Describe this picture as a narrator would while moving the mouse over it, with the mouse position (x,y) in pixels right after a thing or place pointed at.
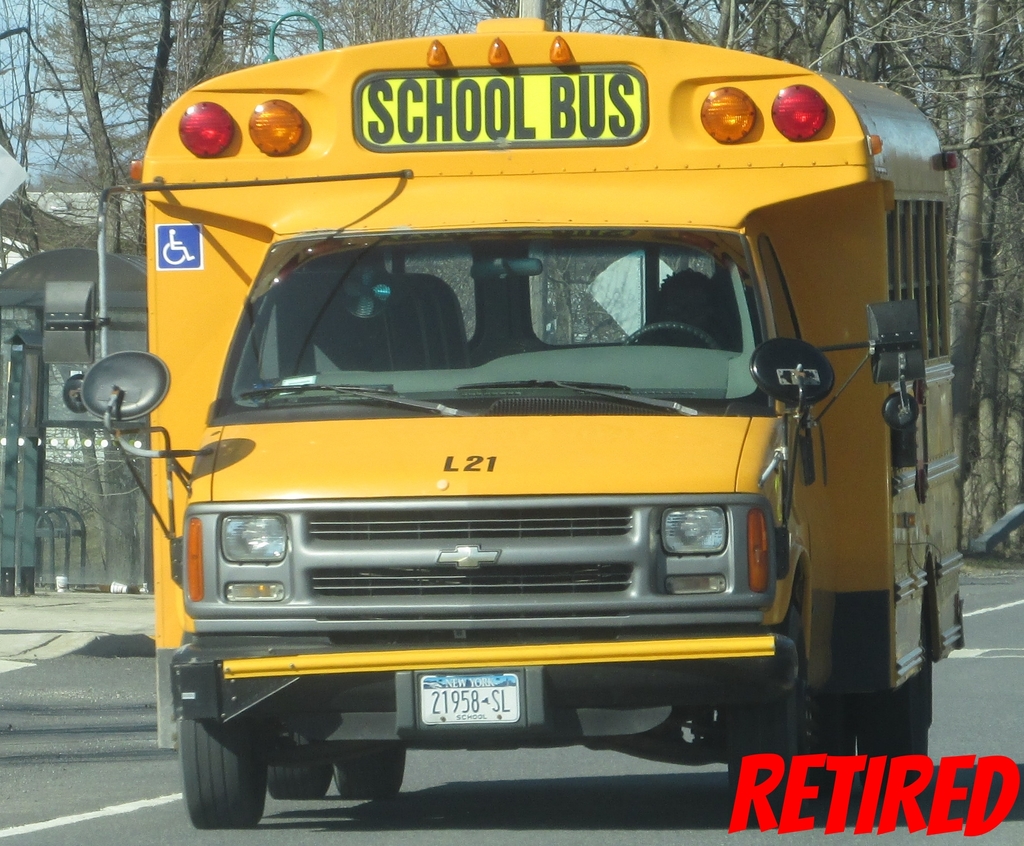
In this image we can see one school bus (731,772) on the road (715,782), some trees (75,184) in the background (84,439), some objects (84,439) on the ground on the left side of the image (71,281), one object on the ground (992,553) on the right side of the image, some text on the bottom right side of the image (762,763), some text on the school bus (895,685), number plate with text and numbers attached to the bus (567,83). At the top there is the sky (41,120).
